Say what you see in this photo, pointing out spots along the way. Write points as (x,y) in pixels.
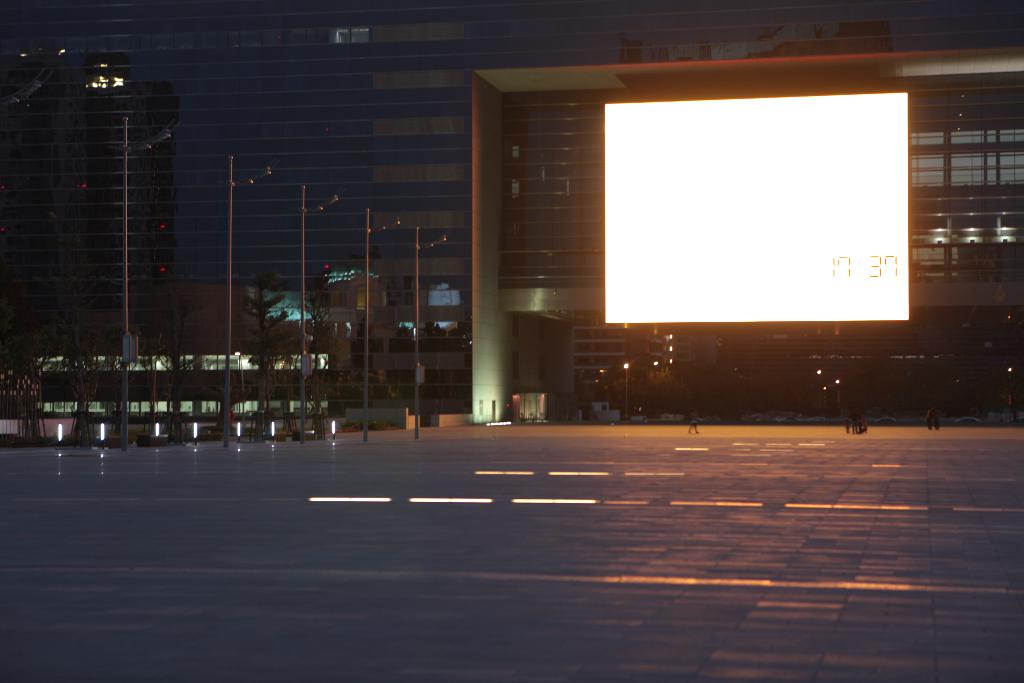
In this image I can see the floor (417,515), few metal poles (125,399), a huge screen (686,269) which is white in color and few persons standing on the floor (939,437). In the background (787,415) I can see few trees (314,310), a building (285,133) which is made of glass (312,96) and few lights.
